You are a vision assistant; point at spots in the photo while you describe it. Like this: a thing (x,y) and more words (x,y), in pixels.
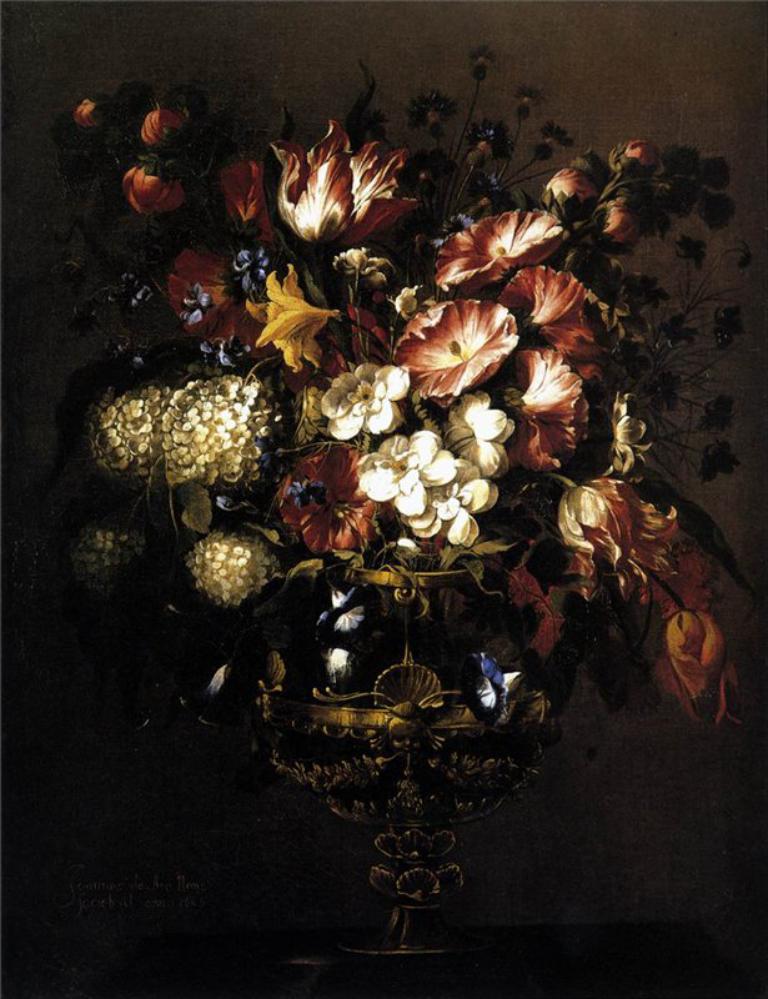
This is a dark picture, we can see some flowers (476,429).
